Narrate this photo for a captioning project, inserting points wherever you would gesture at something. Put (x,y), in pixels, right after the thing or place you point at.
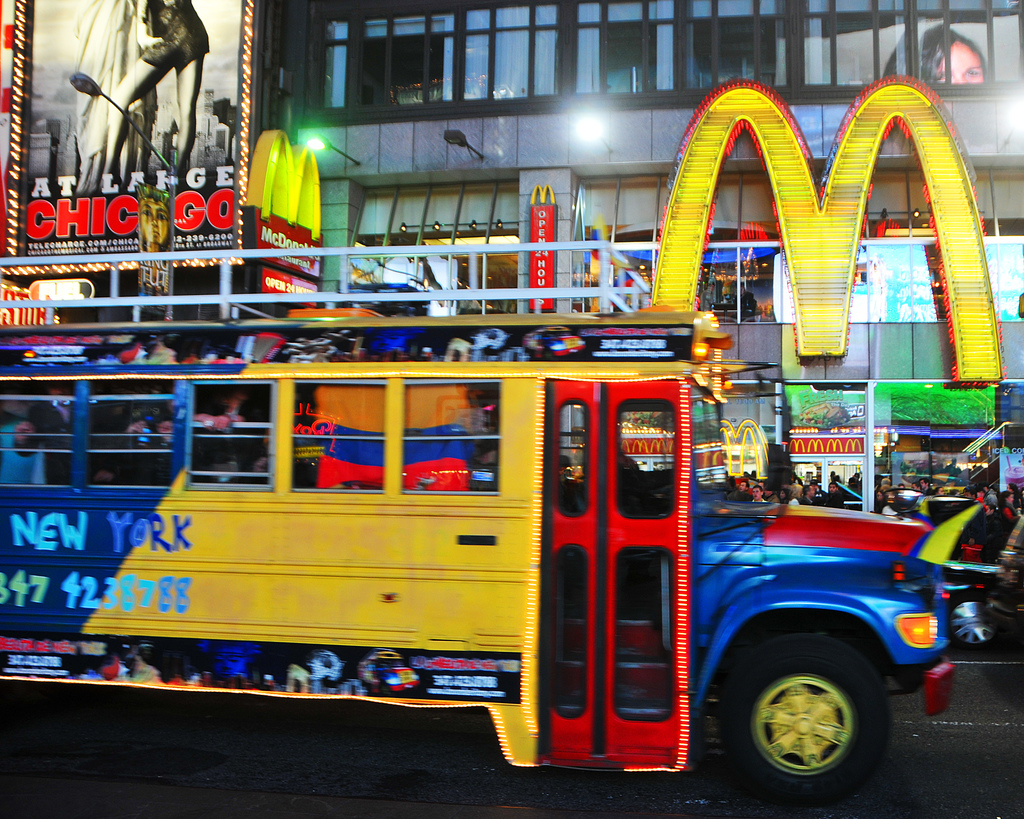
In this image I see a bus (462,458) which is colorful and I see 2 words (143,533) and numbers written over here and I see the road (649,774). In the background (604,19) I see the building (724,260) and I see lights (938,140) over here and I see a poster (112,166) over here on which I see a person's legs (190,95) and I see words (113,215) written over here too and I see few people (890,485) over here and I see a vehicle (961,596) over here.
